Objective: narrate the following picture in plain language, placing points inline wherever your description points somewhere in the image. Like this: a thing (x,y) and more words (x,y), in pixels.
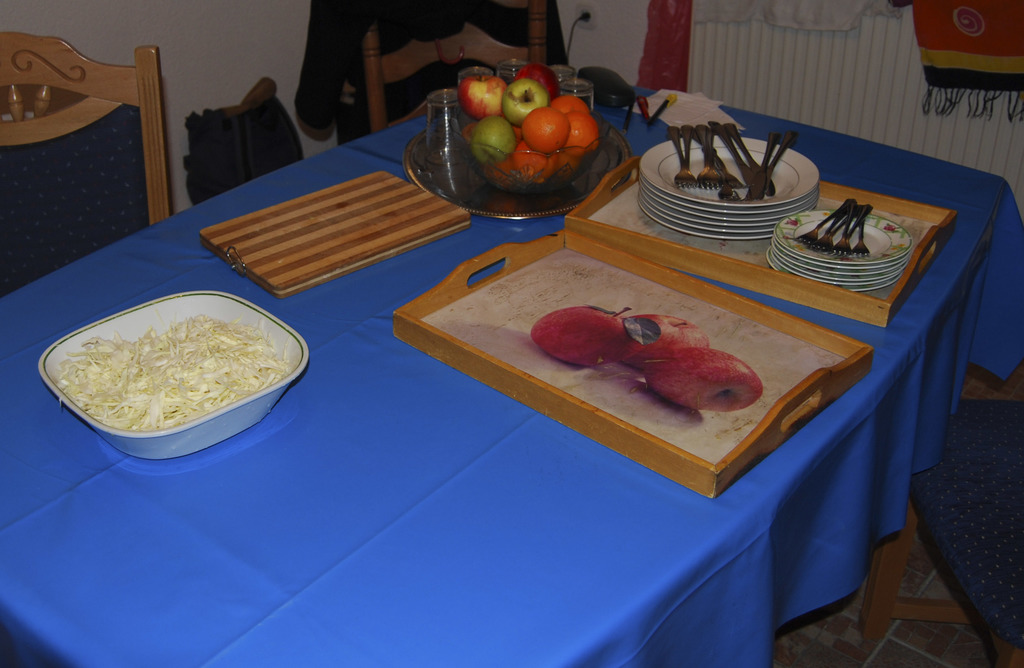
In the center of the image (462,378) there is a table (373,360). On the table (377,426) we can see trays (618,331), plates (716,201), fork (731,189), food item (225,370) is present on a bowl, fruits (524,145) are present on a bowl (500,168), glasses (435,122), plates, paper (669,115), cloth (548,483) are there. In the background of the image (72,151) we can see chairs (85,147), wall (205,64), bag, cloth (815,27), mat (939,38) are there. At the bottom of the image (892,632) floor (901,645) is there.
